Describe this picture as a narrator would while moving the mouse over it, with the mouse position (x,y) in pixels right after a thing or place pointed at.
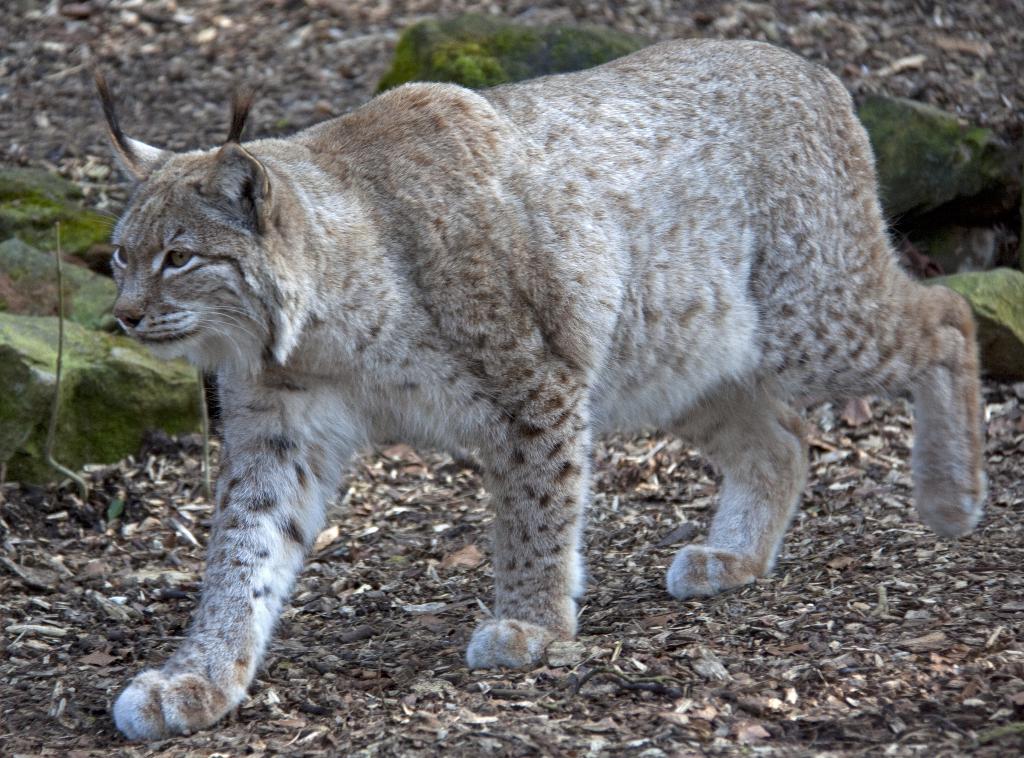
In this picture there is a wild (568,210) animal which is walking on the ground (854,665). Beside that I can see the stones (962,286) and leaves (413,509).
